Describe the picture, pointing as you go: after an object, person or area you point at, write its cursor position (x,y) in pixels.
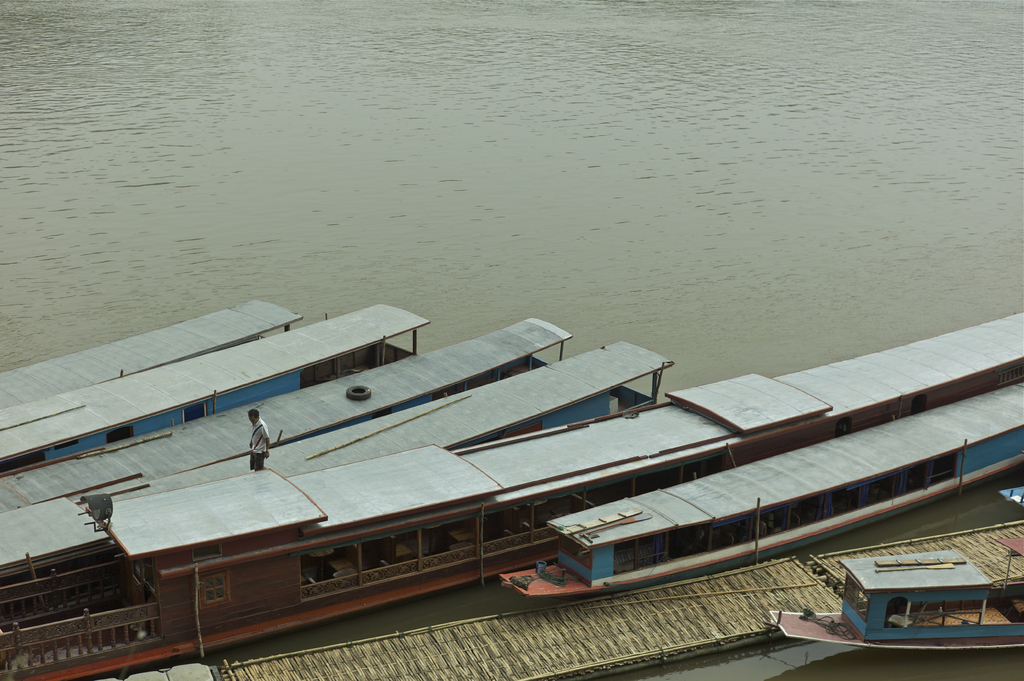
In the foreground (327,347) I can see boats (534,445) in the water (682,247) and a person (257,445). This image is taken may be during a day near the lake (537,211).
